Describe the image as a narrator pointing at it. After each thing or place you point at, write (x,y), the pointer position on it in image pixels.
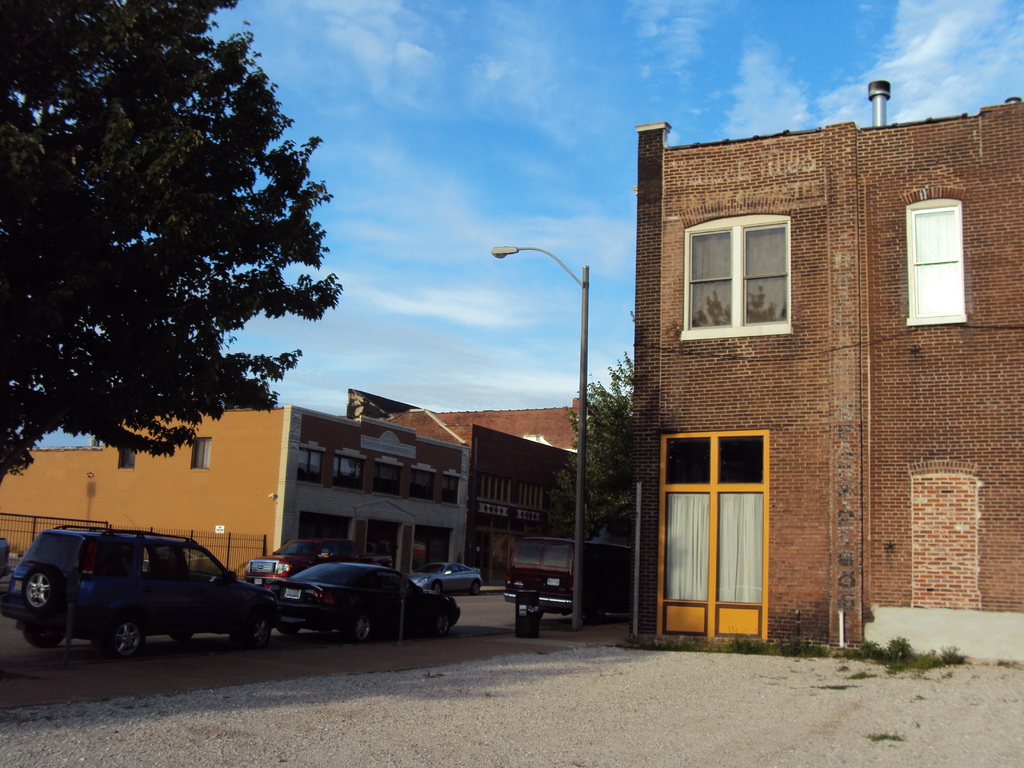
This picture is clicked outside. On the left (290,610) we can see the group of vehicles (204,560) seems to be parked on the ground (491,638) and we can see the lamppost (579,567), trees (614,501) and some portion of green grass (662,644) and we can see the buildings (453,424). In the background (385,142) we can see the sky (385,116), metal rods (199,531) and some other items (529,622).
